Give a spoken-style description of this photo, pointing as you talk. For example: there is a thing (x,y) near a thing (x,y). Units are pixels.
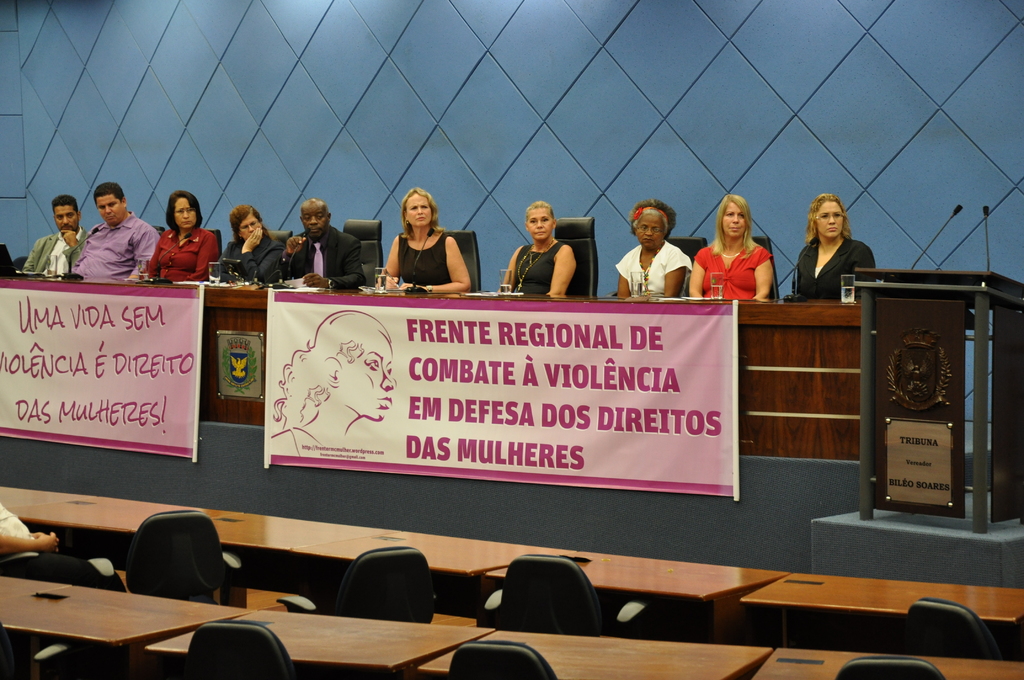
In this image I can see the group of people (298,246) sitting on the chairs (368,257) and these people (265,246) are wearing the different color dresses (121,249). There is a table (227,301) in-front of these people (249,232). On the table (594,302) I can see the glasses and papers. I can see the banner (384,378) in-front of the table (770,381). To the right (918,381) I can see the podium (936,319) with the mic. In-front of the banners (520,394) there are many chairs (202,583) and tables (278,552) and I can see one person (30,576) is sitting on the chair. In the back (471,138) I can see the blue wall (470,138).
